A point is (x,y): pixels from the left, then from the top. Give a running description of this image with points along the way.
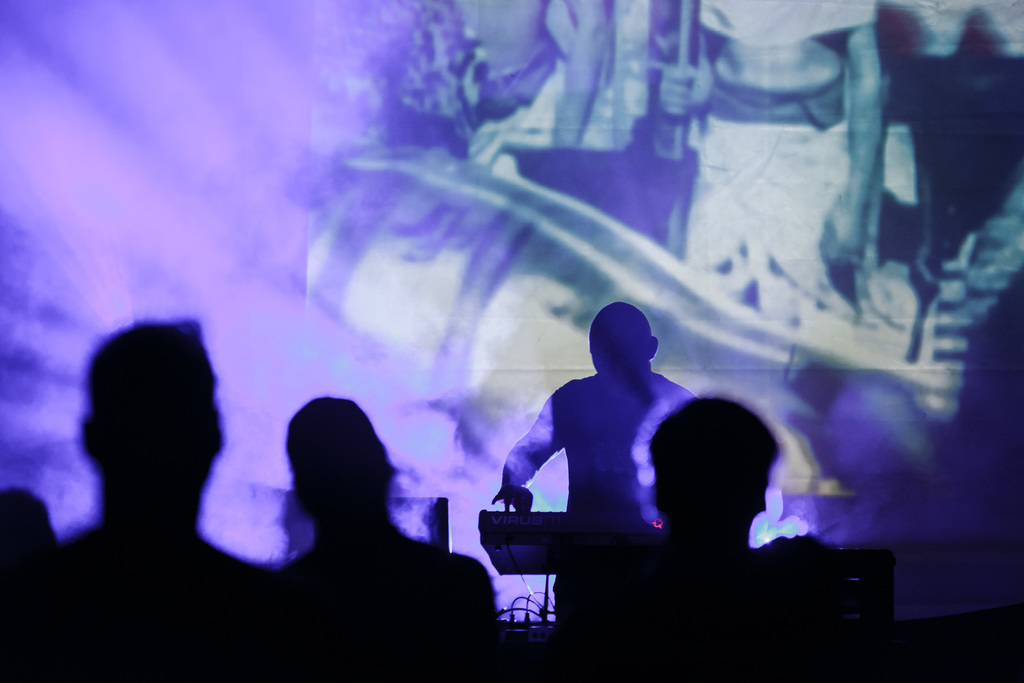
In this image there are a few people (318,598). In the center (574,402) there is a person (616,461) standing and he is playing a musical instrument (549,543). Behind the person (505,484) there is a screen (675,190). There are images (571,179) displayed on the screen (650,203). There is smoke (134,298) in the image.
